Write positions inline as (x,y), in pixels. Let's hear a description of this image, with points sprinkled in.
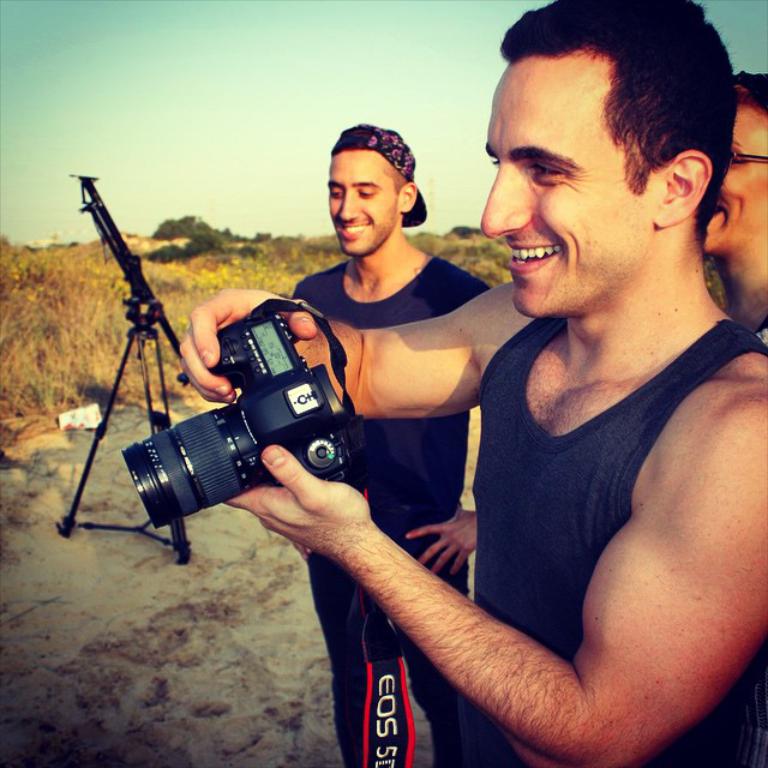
In this image there are three persons (623,285) standing, one person (665,348) is holding a camera (296,454) in his hands (303,477), in the background (119,266) there is a stand (155,529), plants (165,296) and the sky (369,98).
